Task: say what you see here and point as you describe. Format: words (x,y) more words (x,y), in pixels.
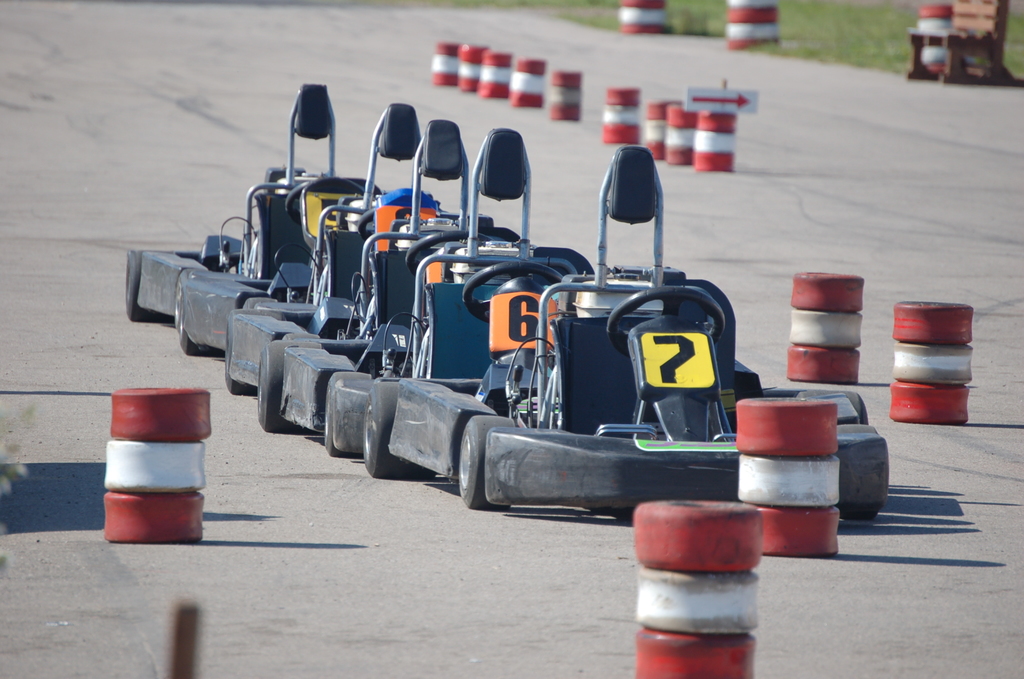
In this image there are cars (266,264) on the road (157,184), there are tires (159,422) on the road (274,126), there is a board (711,109), there is a object (195,611) truncated towards the bottom of the image (186,640), there is a tire (703,655) truncated towards the bottom of the image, there are tires (650,32) truncated towards the top of the image (633,23).
